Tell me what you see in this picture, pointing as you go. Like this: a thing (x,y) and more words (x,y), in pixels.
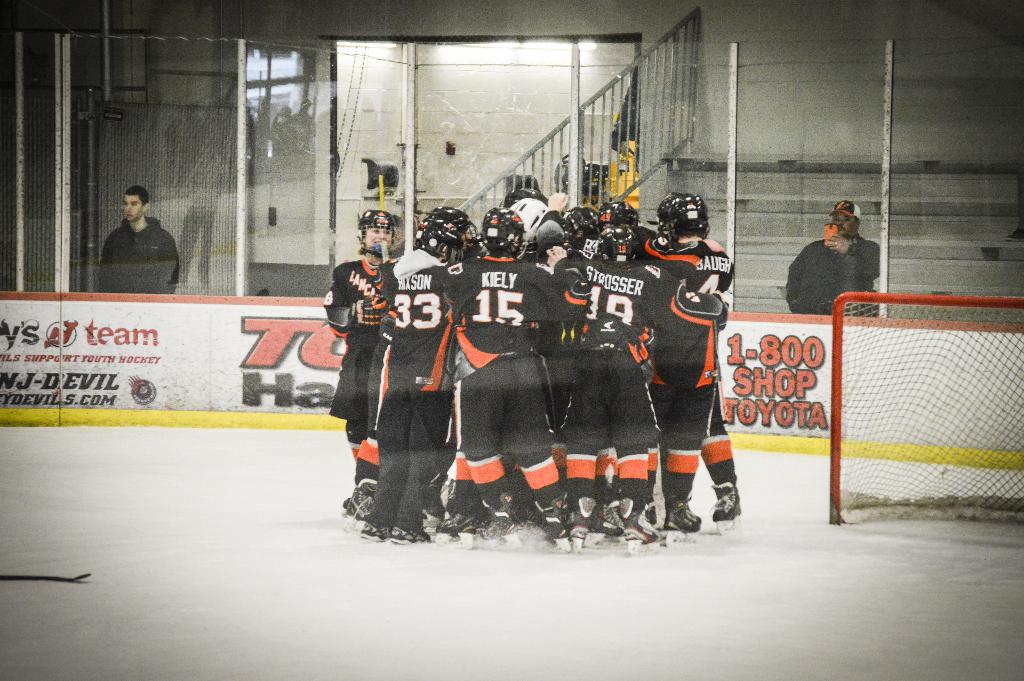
Here in this picture we can see a group of people (471,345) standing on the ice floor (287,466), as we can see all of them are wearing ice skates (505,528) and gloves (333,335) and helmets (589,225) on them and behind them we can see barricades (264,328) and we can see glass doors (12,186) present and on the right side (891,329) we can see a goal post (966,339) with a net (966,339) present on the floor (815,514) and on the left side (80,577) we can see a hockey bat (68,580) present.
